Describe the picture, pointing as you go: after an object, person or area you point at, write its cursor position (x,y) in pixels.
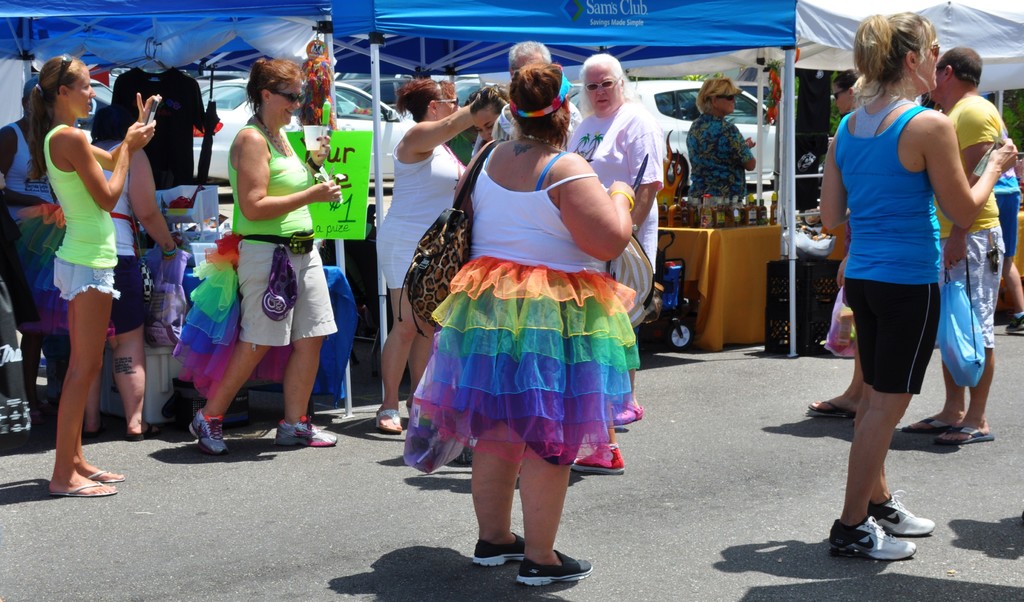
This is an outside view. In this image I can see many people (565,193) are standing on the road (229,535). In the background (264,38) there is a tent (584,43). Few people (719,126) are standing under the tent (675,45) and there are few tables (715,267) and objects (678,279). In the background (369,108) there are few cars (356,116).
